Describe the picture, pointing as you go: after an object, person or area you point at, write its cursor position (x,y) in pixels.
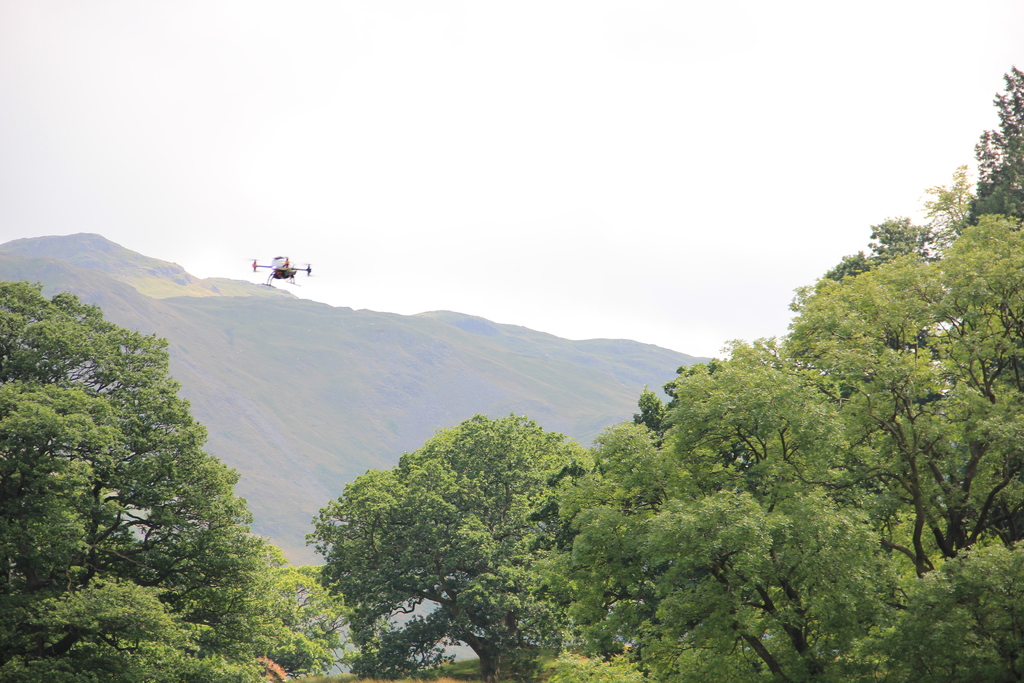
In this picture we can see a drone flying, trees (891,473), mountains (285,418) and in the background (408,227) we can see the sky (497,245).
